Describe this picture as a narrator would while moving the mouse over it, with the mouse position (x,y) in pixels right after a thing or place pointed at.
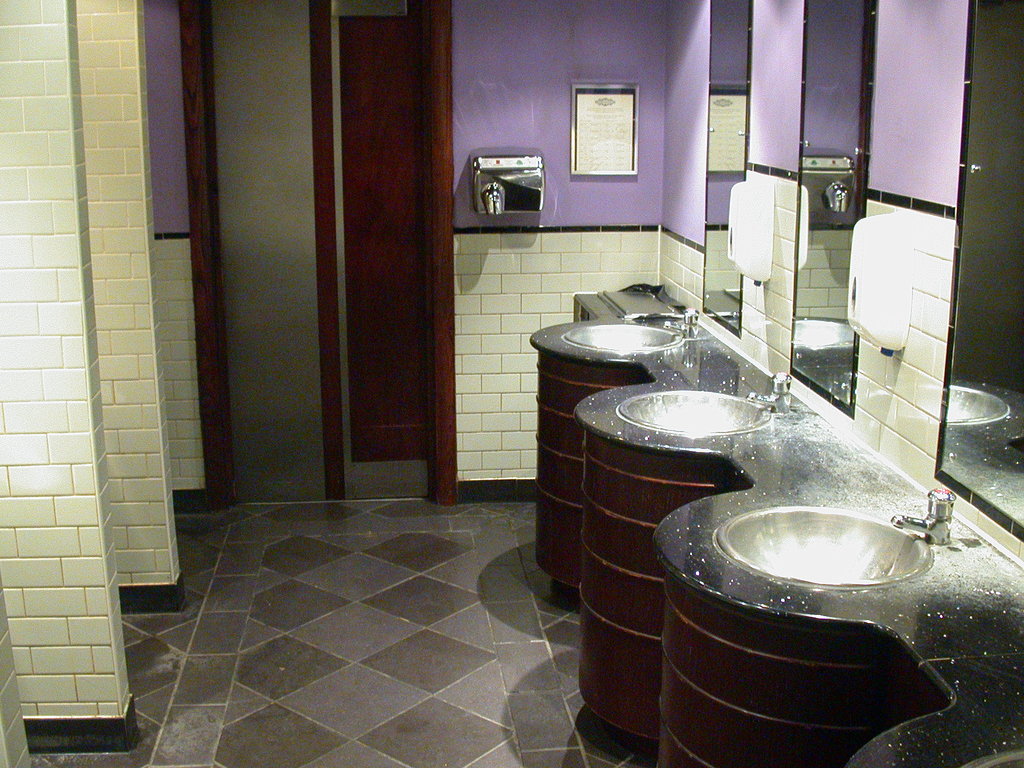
This image might be taken in restroom (359,365). In the center of the image (366,368) we can see door (388,218) and hand dryer (486,190). On the right side of the image (1023,137) we can see sinks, taps (685,318) and mirrors (1011,376). In the background (753,179) there is wall (564,94).
